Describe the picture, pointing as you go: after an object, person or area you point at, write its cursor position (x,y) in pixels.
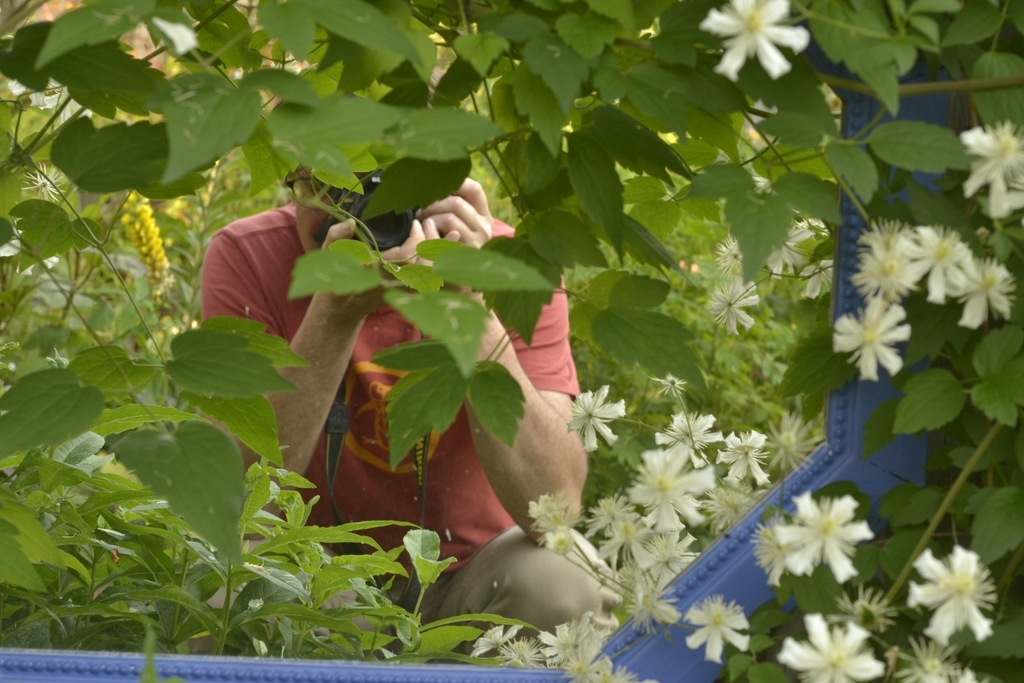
In this picture I can see there is a man (342,233) sitting and clicking the pictures and he is wearing a t-shirt (253,248) and there are few plants (72,345) around him and there are flowers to the plants (643,430). They are in white color.
